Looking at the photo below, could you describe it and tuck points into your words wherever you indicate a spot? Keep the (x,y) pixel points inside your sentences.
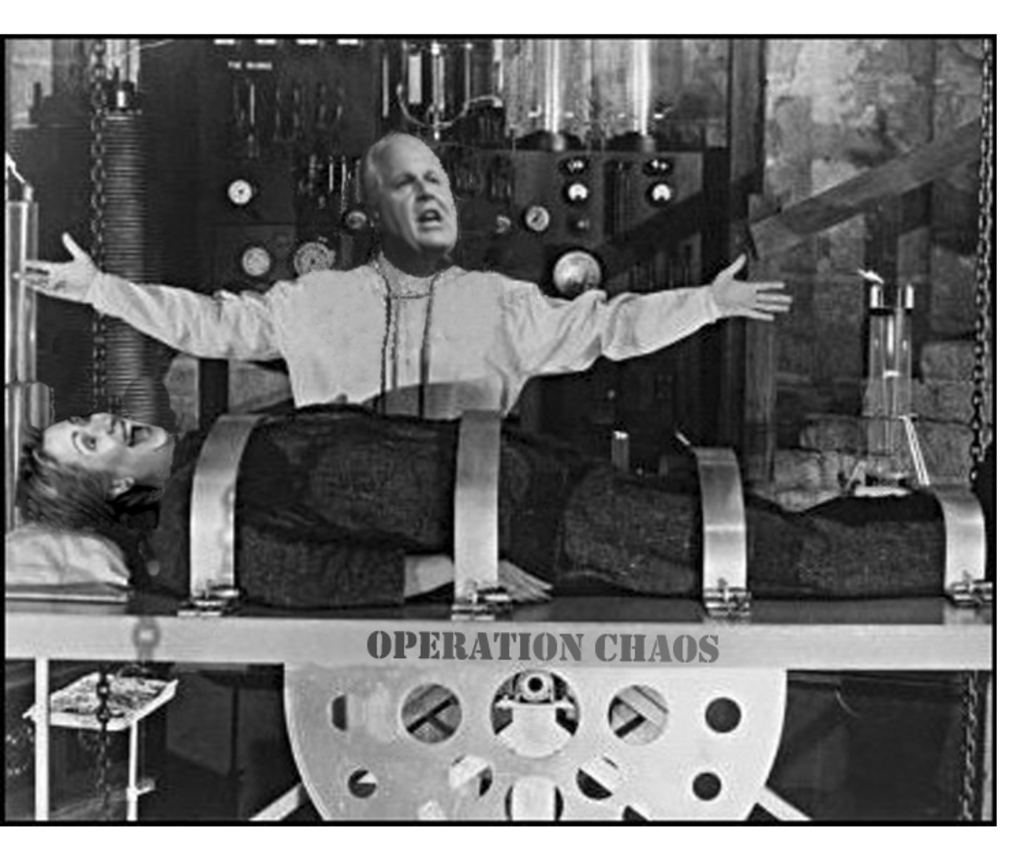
In this image there is a person (77,458) laying on the metal board (249,650), and there are four iron rings (489,482) on the person (665,485) which are attached to the metal board (691,606), and at the background (589,356) there is a person (490,375) standing, machine (611,411).
